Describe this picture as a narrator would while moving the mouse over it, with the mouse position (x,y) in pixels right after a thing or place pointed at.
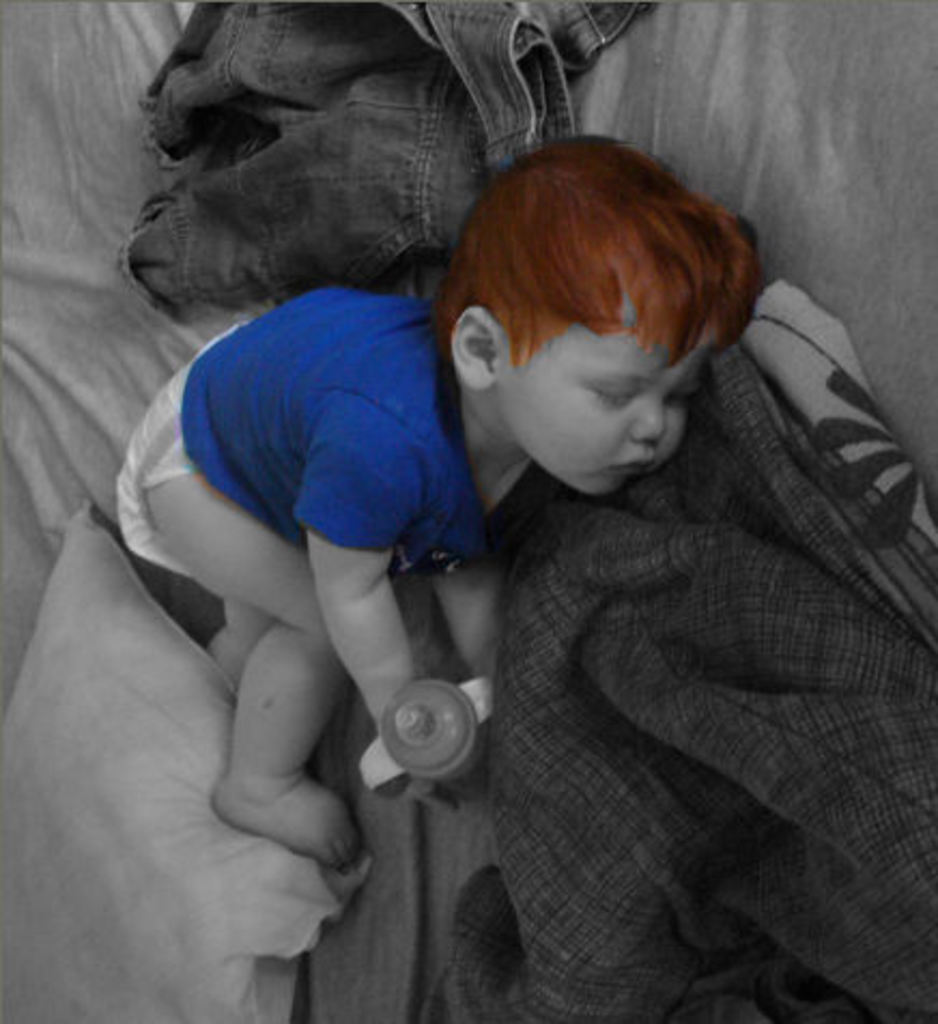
There is a baby (302,475) with a blue dress (324,447) and brown hair (522,246) is sleeping on a bed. Near to the baby (241,805) there is pillow (212,747) and some clothes (331,70).
